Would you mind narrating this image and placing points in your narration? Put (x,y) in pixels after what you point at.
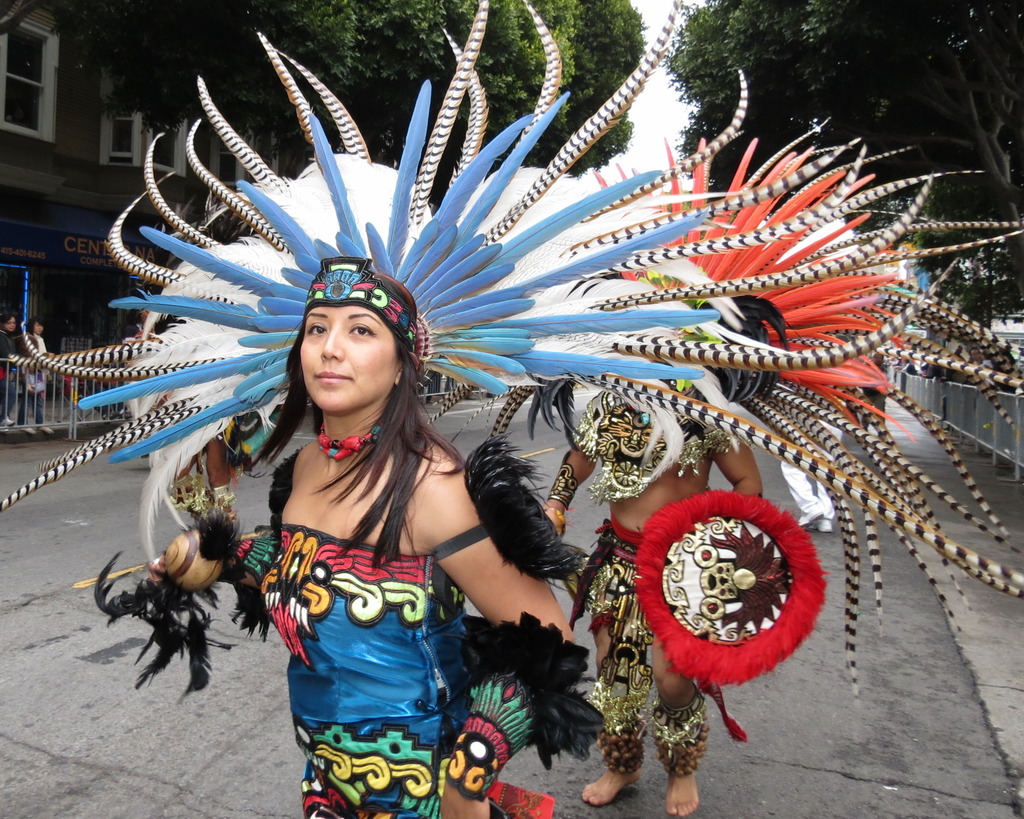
In this picture we can see some are dancing on the road (759,776), on the side we can see some trees (147,111), buildings (123,135) and few people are walking.
